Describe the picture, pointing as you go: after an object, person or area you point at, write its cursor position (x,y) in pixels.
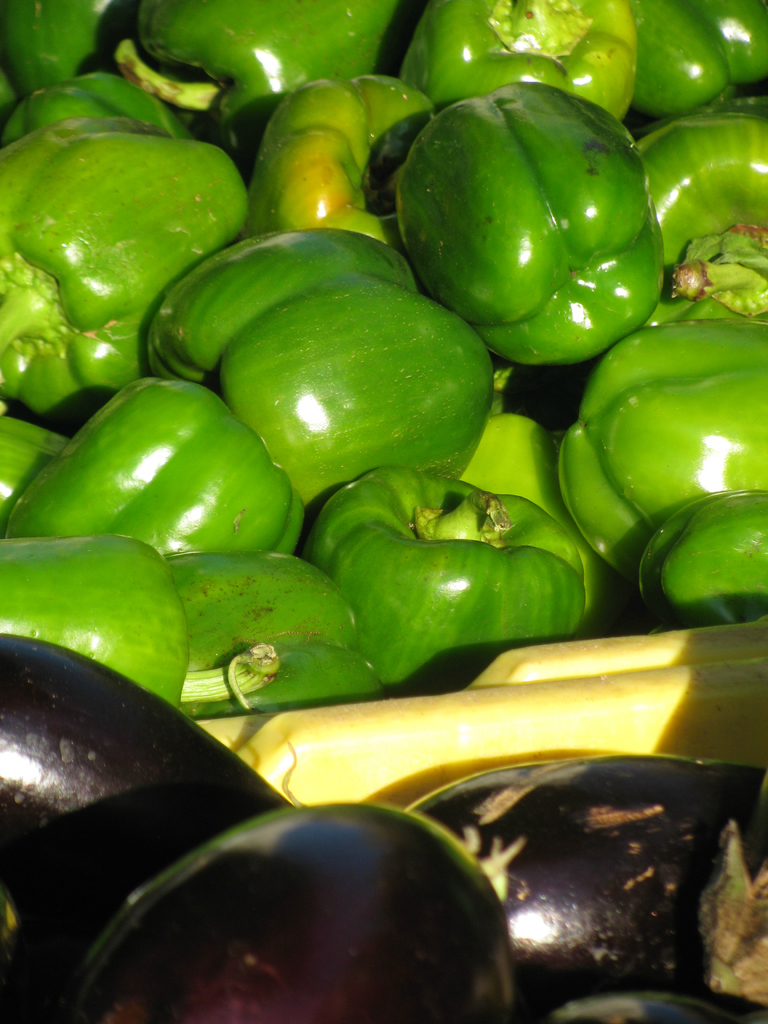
In this image there are some capsicums (333,458) and brinjals (254,849).
